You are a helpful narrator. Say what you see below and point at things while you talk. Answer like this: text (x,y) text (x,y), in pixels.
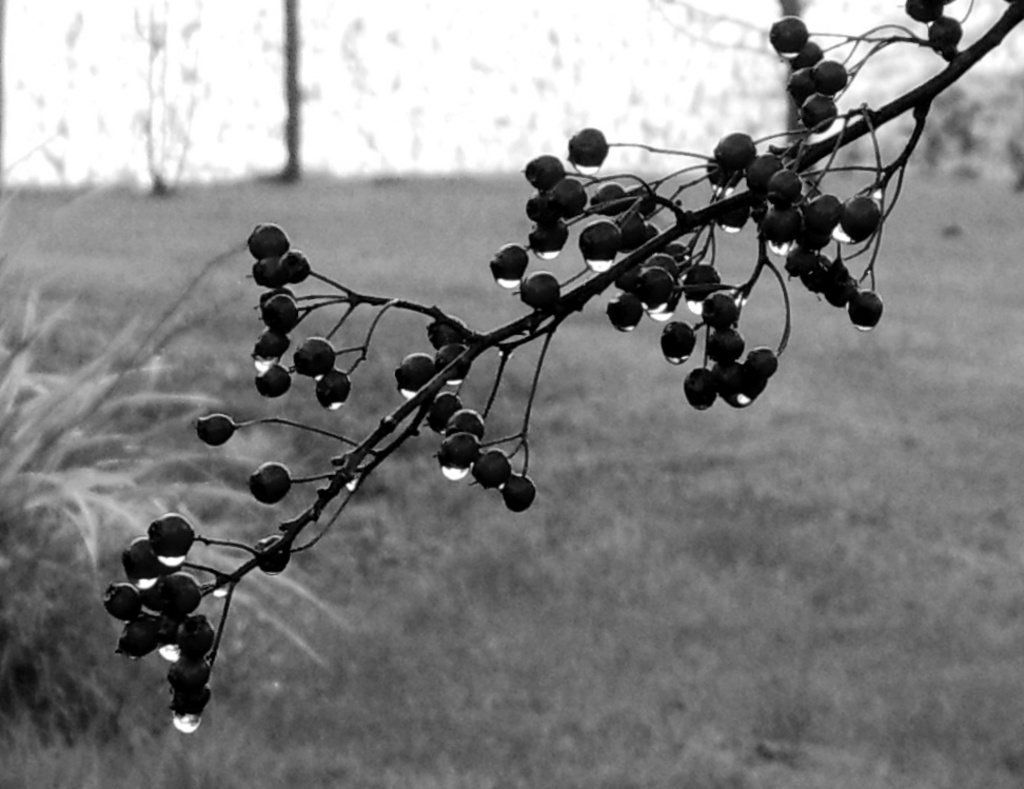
In this image I can see the black and white image. I can see few fruits (465,460) which are black in color and water drops (604,272) to them to a tree (554,308). In the background (580,263) I can see some grass (968,274) and the white colored background (81,75).
